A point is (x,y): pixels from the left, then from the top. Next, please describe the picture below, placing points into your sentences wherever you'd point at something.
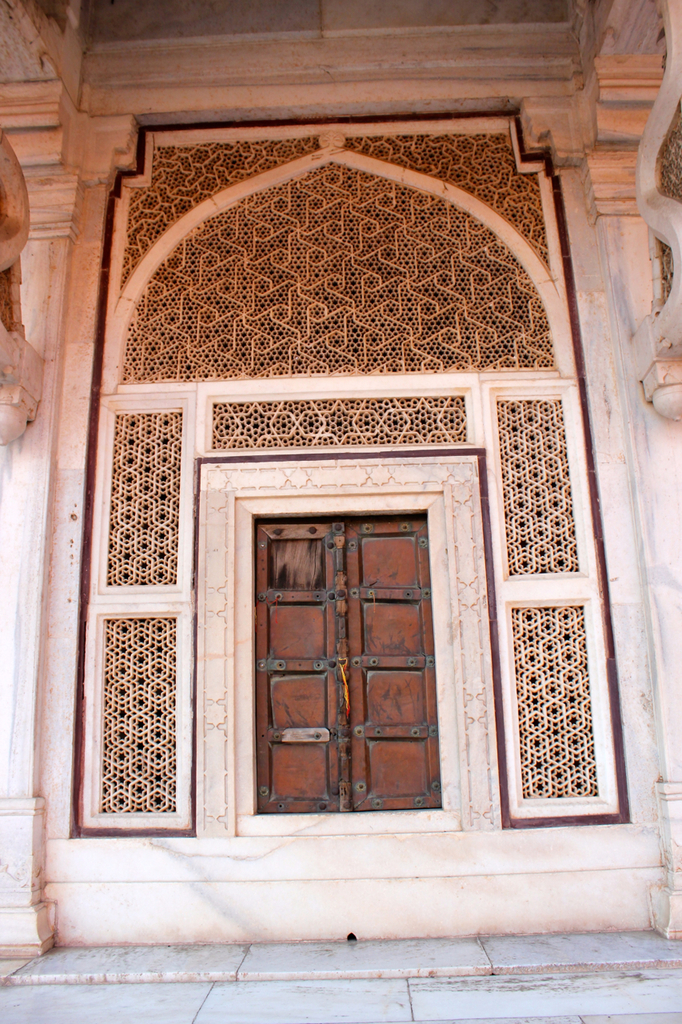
In the center of the image (384,363) there is a building (443,64), wall (472,237), wooden door (367,643), pillars (671,532) and a few other objects (175,546). And we can see some design (248,478) on the wall (206,449).
